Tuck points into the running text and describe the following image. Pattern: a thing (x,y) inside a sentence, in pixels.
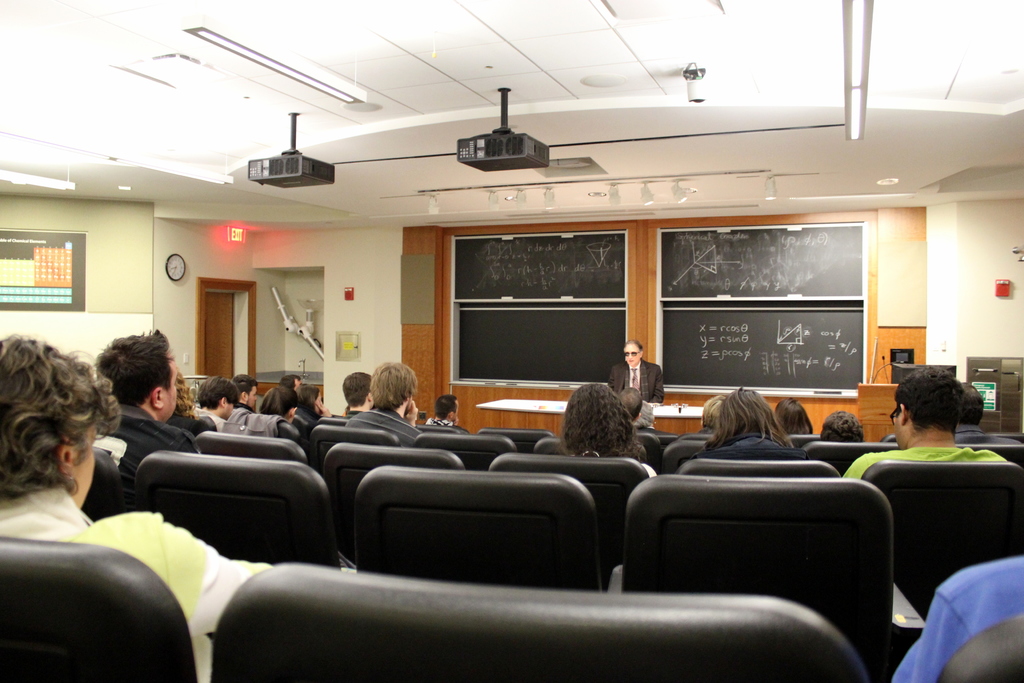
This picture might be taken in a classroom (869,342) in this picture, at the bottom (432,577) there are some chairs (456,577). On the chairs (926,515) there are some people (155,374) who are sitting, and in the center (601,269) there are some boards (616,269) and one person (647,394) is standing and on the top (233,125) there is ceiling (268,106) and two projectors (281,174). On the left side (210,294) there is a door (229,317) and wall (176,307) and some lights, on the wall (227,276) there is one clock (171,261). On the right side (934,319) there is a wall (957,368) and some objects (995,372).
